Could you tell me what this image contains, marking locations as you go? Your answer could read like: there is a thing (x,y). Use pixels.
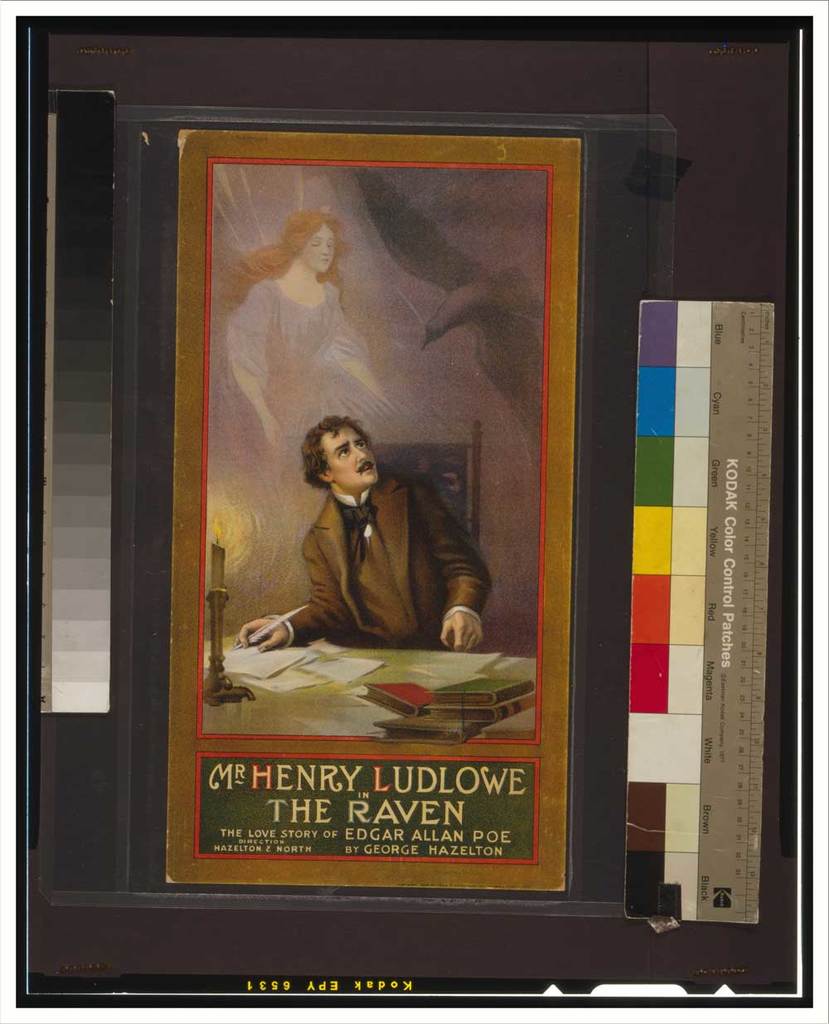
In this image there is a poster (337,203), on that poster (297,444) there are pictures (303,401) at the bottom (337,798) there is text (325,765), on the right side (711,754) and left side there are color scales (81,535), at the bottom (381,992) there is text (269,981).
